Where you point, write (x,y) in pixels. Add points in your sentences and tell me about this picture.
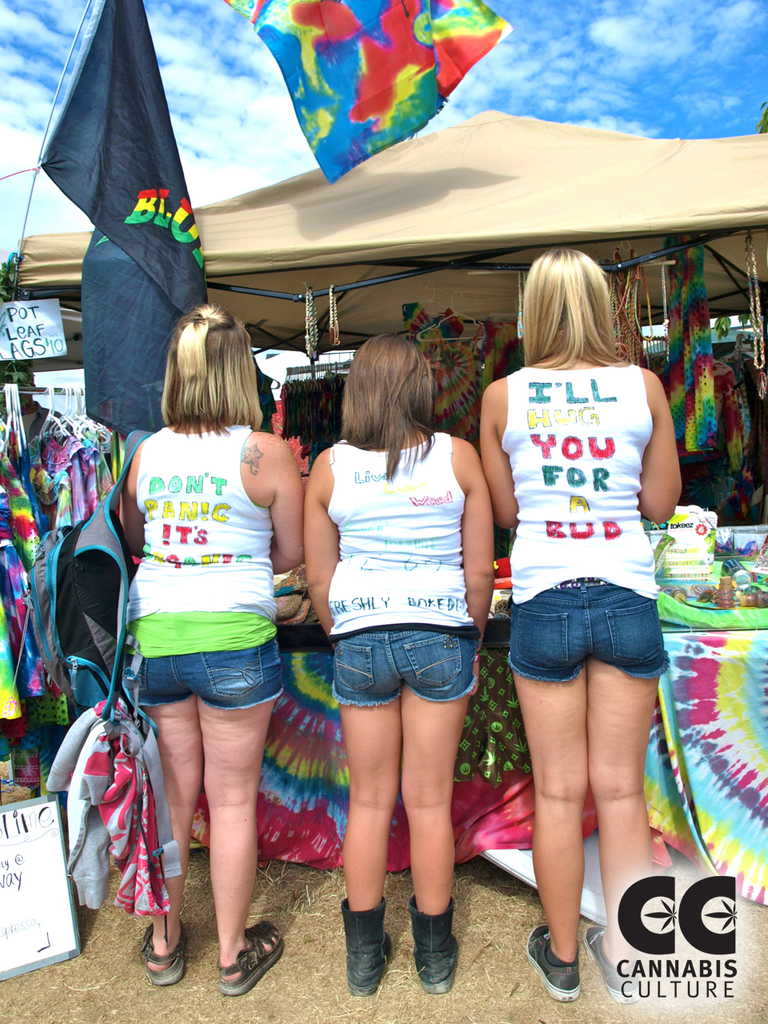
In this image I can see three people (410,811) standing in-front of the stall (320,696). I can see the tent (384,317) and many objects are hanged to the tent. I can see few objects (492,631) on the table (509,635). To the left (34,671) I can see the boards (31,820), few colorful clothes (7,624) and the flags (120,149). In the background (292,125) I can see the clouds (244,40) and the sky (185,67).
